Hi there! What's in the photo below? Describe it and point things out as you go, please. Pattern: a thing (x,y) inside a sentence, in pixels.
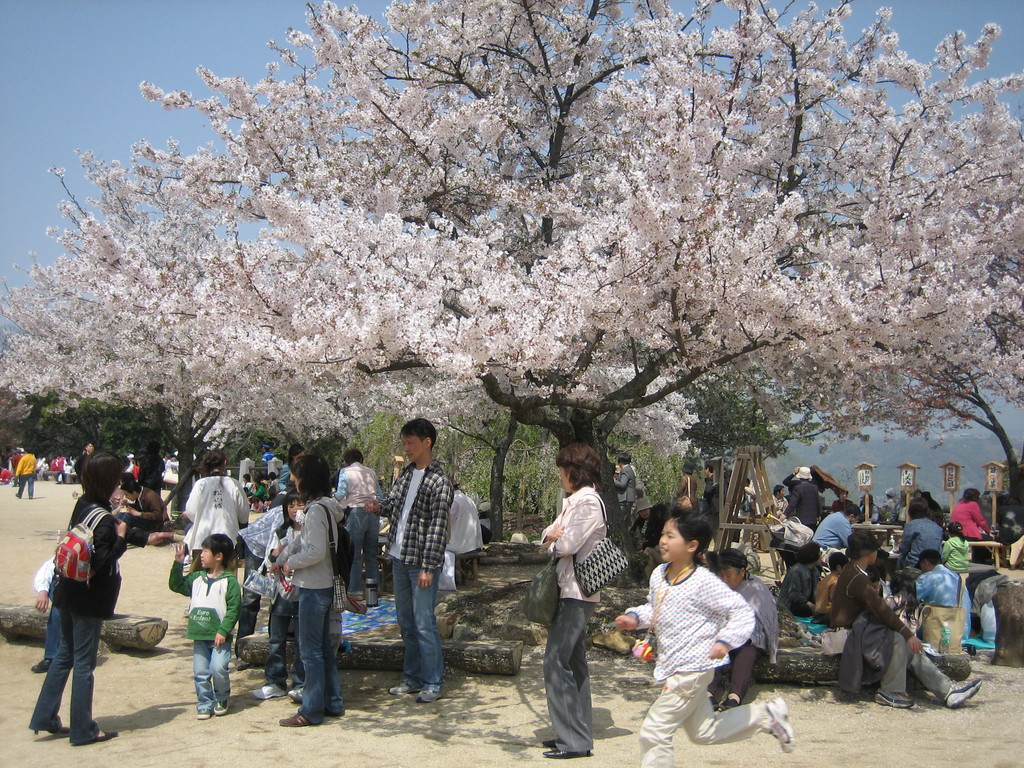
In this picture we can see a group of people (329,706) and wooden logs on the ground (493,711) and in the background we can see trees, sky (1017,111) and some objects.
